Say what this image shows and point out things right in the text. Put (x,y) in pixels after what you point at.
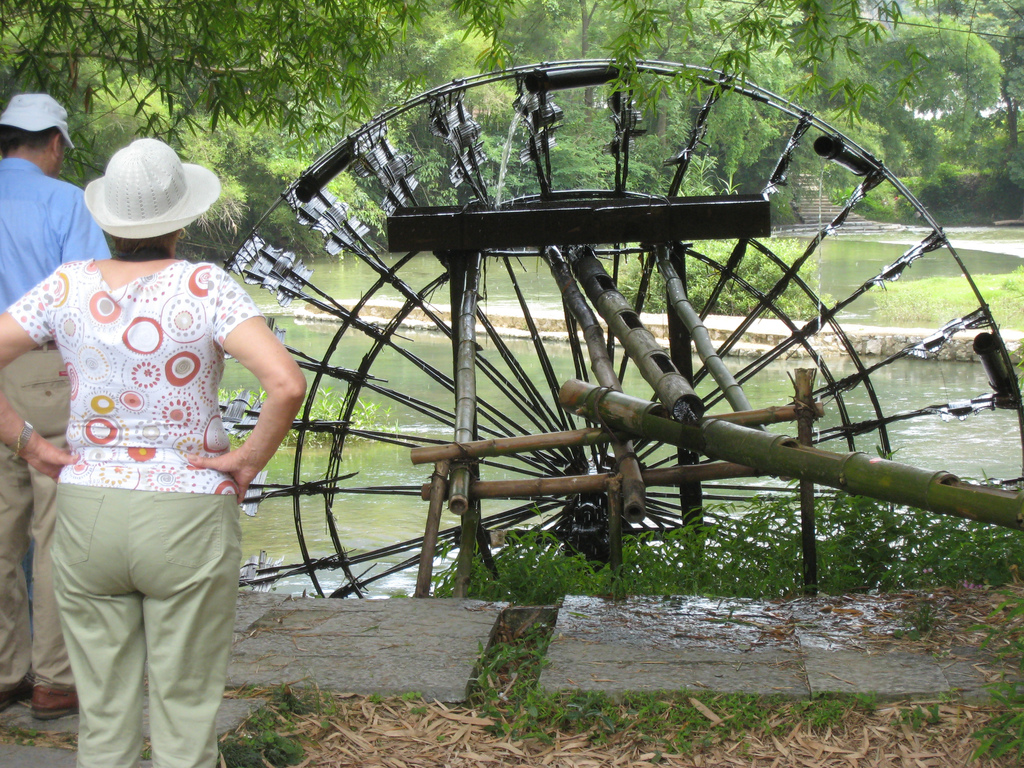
This image is taken outdoors. At the bottom of the image (569,724) there is a floor (691,647) and there is a ground (582,735) with grass (767,710) and dry leaves (480,719) on it. On the left side of the image (91,311) a man (62,203) and a woman (94,356) are standing on the floor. In the background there are many trees (359,84) and plants (347,46). In the middle of the image (398,508) there is a pond (398,409) with water (632,380) and there is a spinning wheel (339,235).
